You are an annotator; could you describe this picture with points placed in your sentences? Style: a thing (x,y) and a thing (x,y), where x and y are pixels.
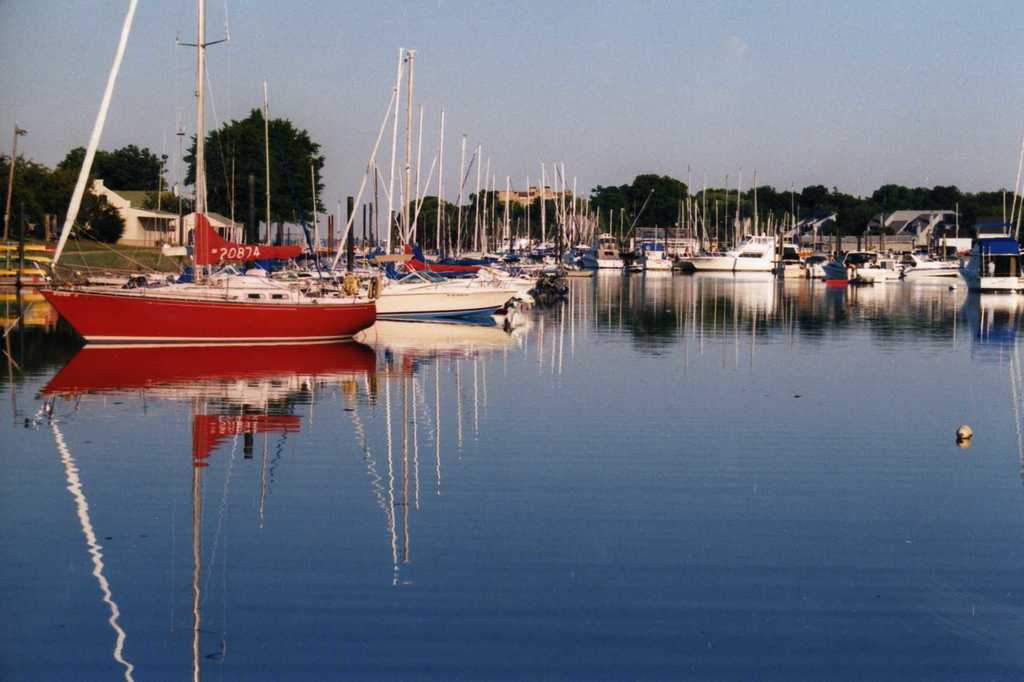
We can see ships (274,336) above the water (428,373) and we can see poles (197,189) and banner (199,257). In the background (332,136) we can see trees (195,202), houses (188,217), grass (136,265) and sky (685,110).
